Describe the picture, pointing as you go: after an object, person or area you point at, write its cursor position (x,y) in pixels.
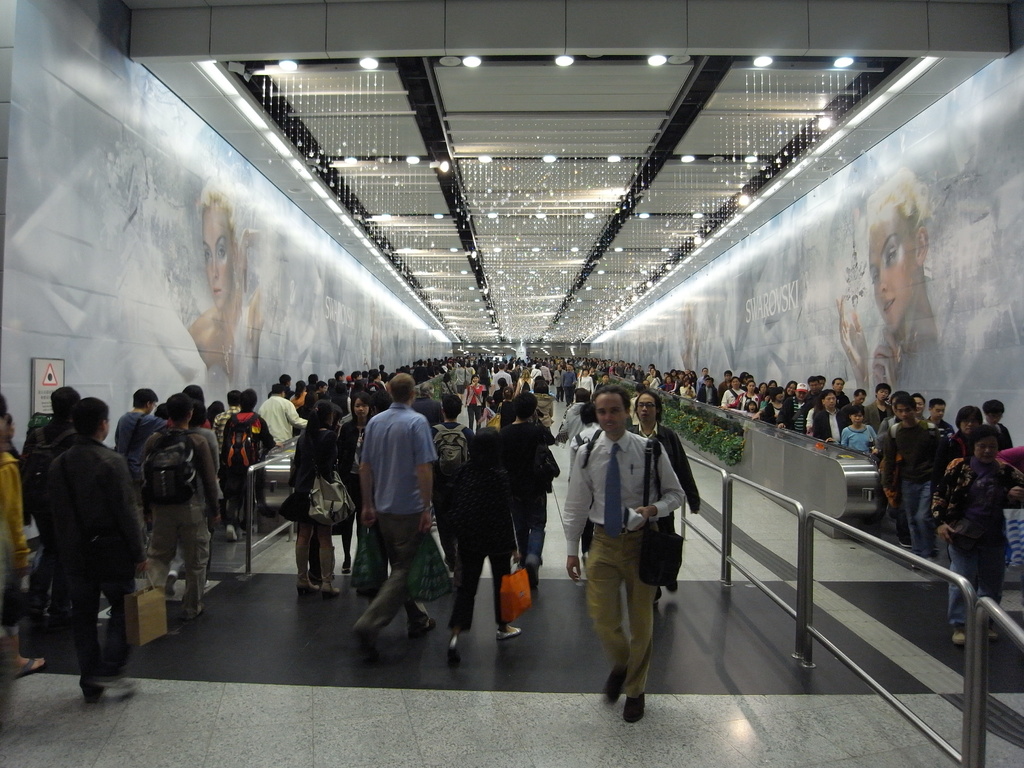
In this image we can see a group of people (474,512) walking on the floor (488,623). We can also see a wallboard (206,370), plants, roof (570,104) and ceiling lights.
